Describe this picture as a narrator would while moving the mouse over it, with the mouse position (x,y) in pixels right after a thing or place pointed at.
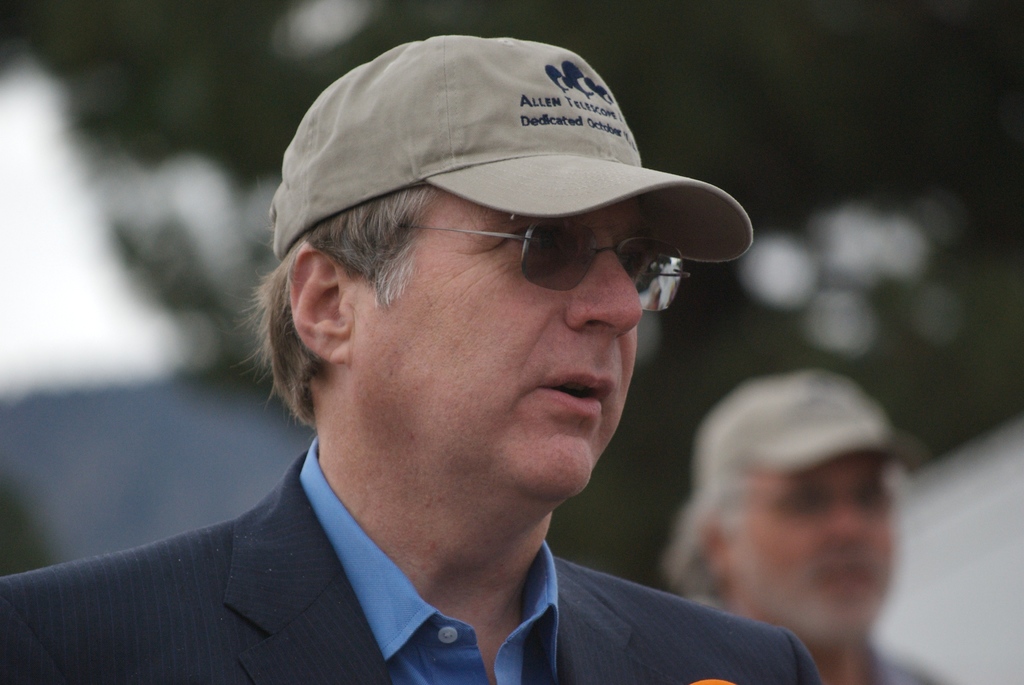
In this image we can see a person (220,633) who is wearing a black suit (236,598) with a blue shirt (423,623) and he is also wearing a cap (534,209) he also has spectacles (646,276), his mouth (593,401) is open which means he is speaking and at the back (828,645) there is another person (786,603) and he is also wearing a cap (773,422) and the background (886,293) is almost blurred.
